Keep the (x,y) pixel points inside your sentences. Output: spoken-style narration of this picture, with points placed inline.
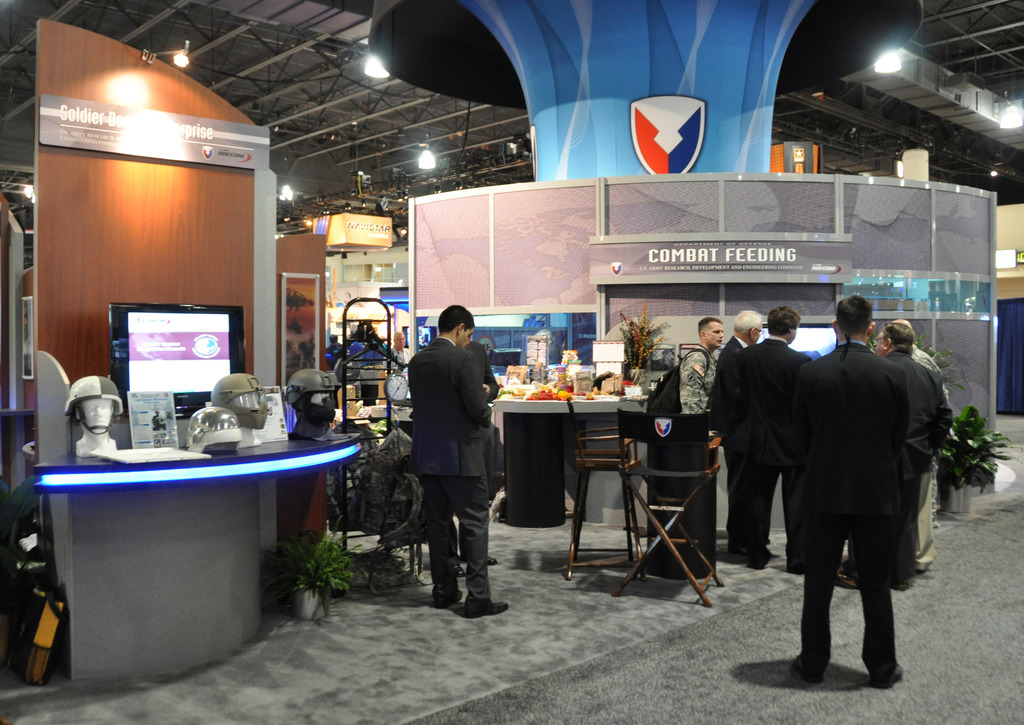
This picture is of inside. On the right (819,394) there are group of people (846,379) standing. In the center (668,414) there is a table (637,401) and a chair (627,478) and there is a person (459,447) wearing suit (470,411) and standing. On the left (283,461) there is a table (140,485) on the top of which helmets (226,429), monitor (179,304) and the sculpture (106,424) is placed. In the background (539,365) we can see a table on the top of which some items (547,378) are placed and a pillar (594,66), roof (333,56), lights (381,71).
